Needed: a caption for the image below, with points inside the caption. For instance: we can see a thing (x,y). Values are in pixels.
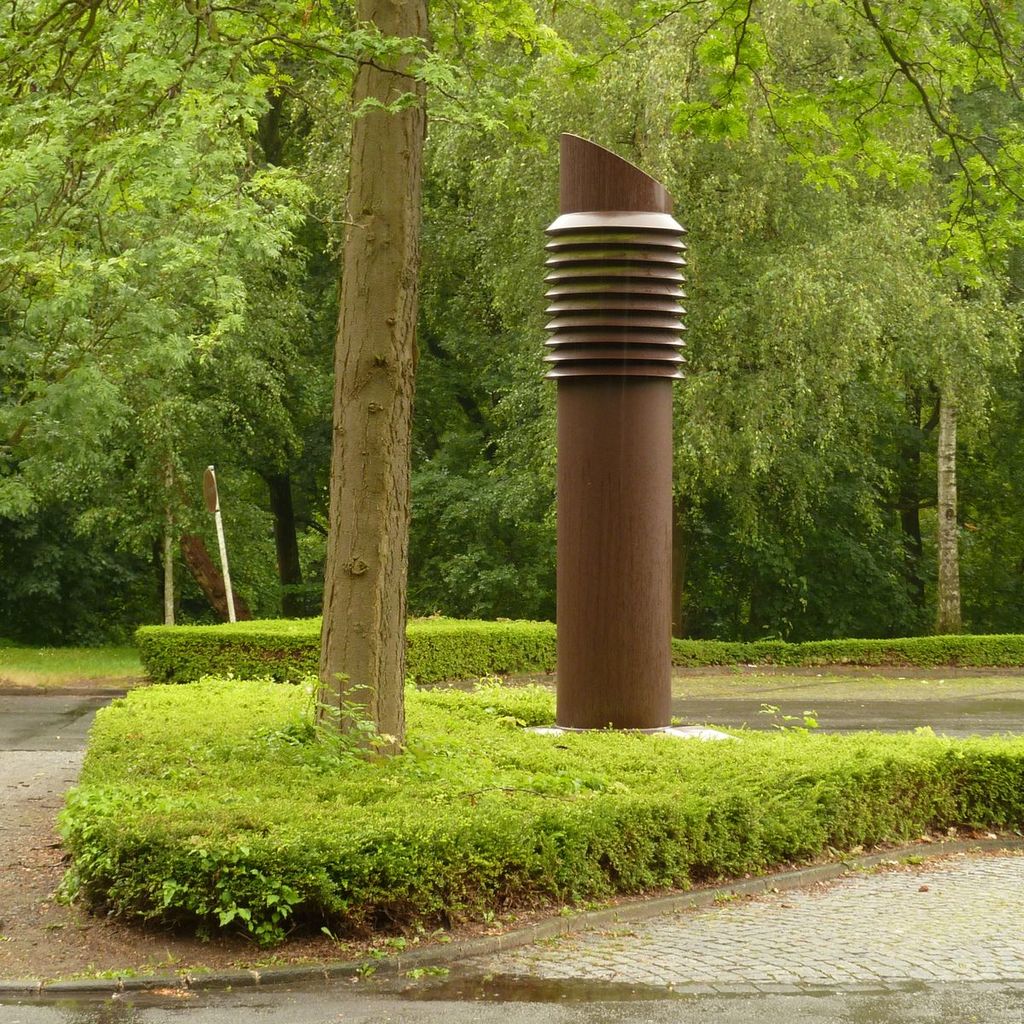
In this picture I can see the metal pole structure (622,687) which is placed near to the plants (409,737) and trees (387,632). In the background (412,542) I can see many plants (692,501), trees (943,566) and grass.
